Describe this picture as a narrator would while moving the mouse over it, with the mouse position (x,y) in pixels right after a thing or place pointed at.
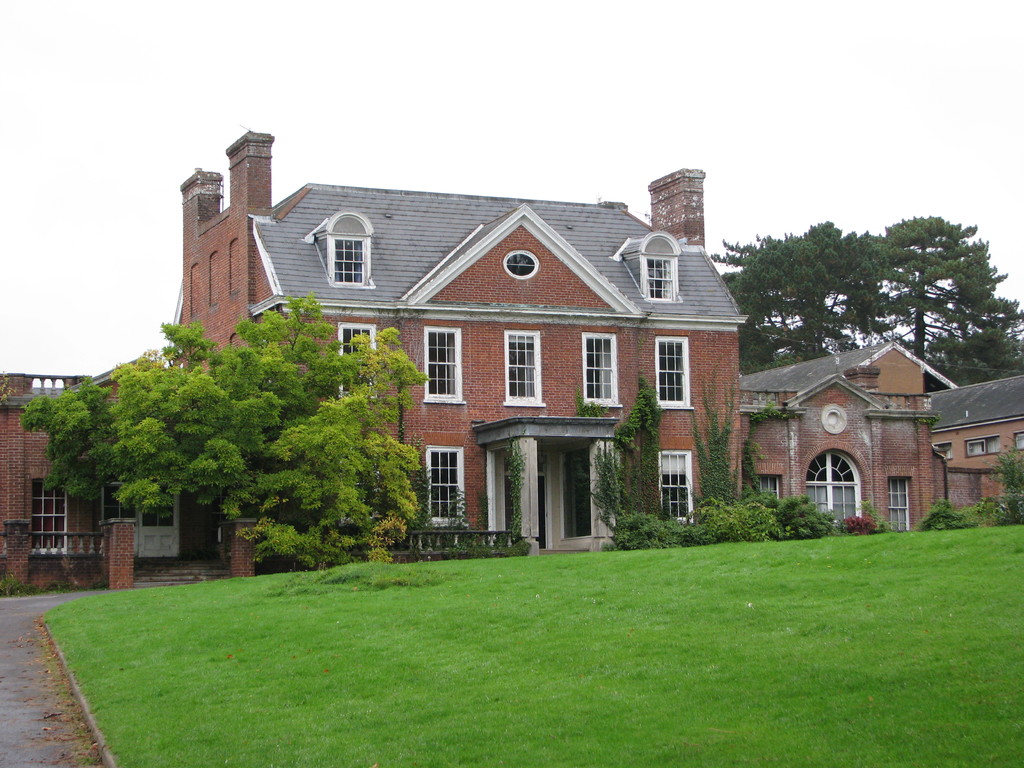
In this image I can see the house (482,388) which is in brown and grey color and there are windows (590,348) to it. To the side of the house (583,337) I can see many trees (923,268). In the front (512,668) there is a grass (190,717) and road (52,653). In the back (296,131) there is a white sky (727,193).
